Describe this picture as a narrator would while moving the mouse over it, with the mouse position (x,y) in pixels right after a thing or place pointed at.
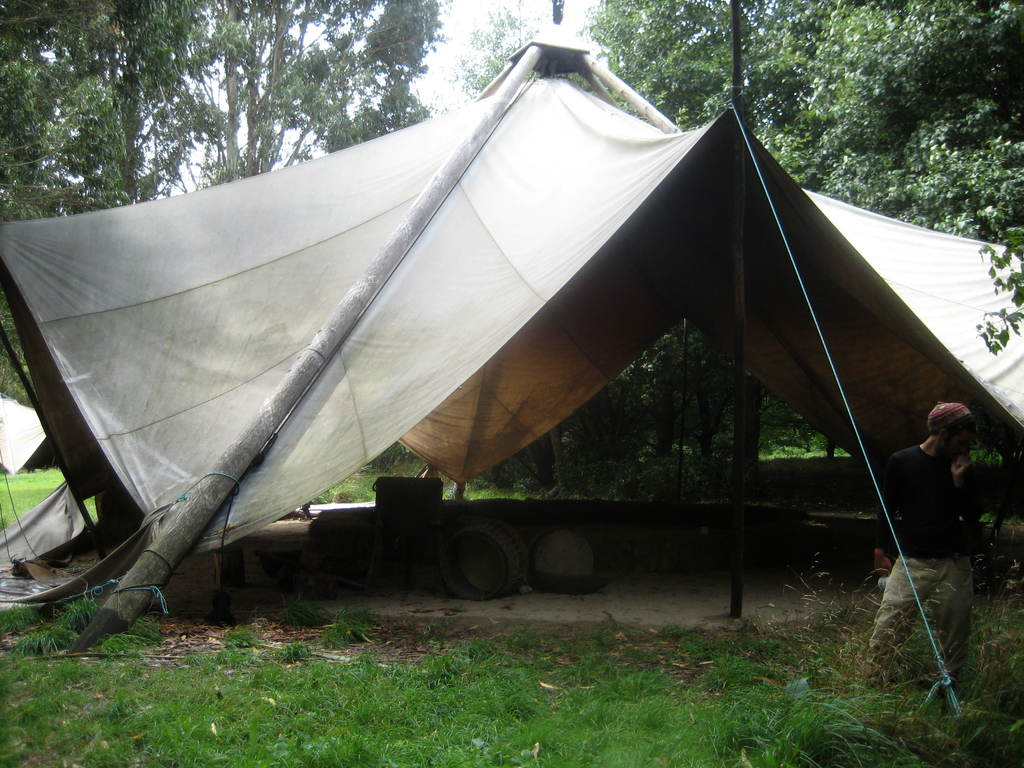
In this image there is a camp (332,244), beneath the camp (511,227) there are few objects (529,546) and there is a person (942,541) standing on the surface of the grass (446,702). In the background (833,8) there are trees (978,74).
